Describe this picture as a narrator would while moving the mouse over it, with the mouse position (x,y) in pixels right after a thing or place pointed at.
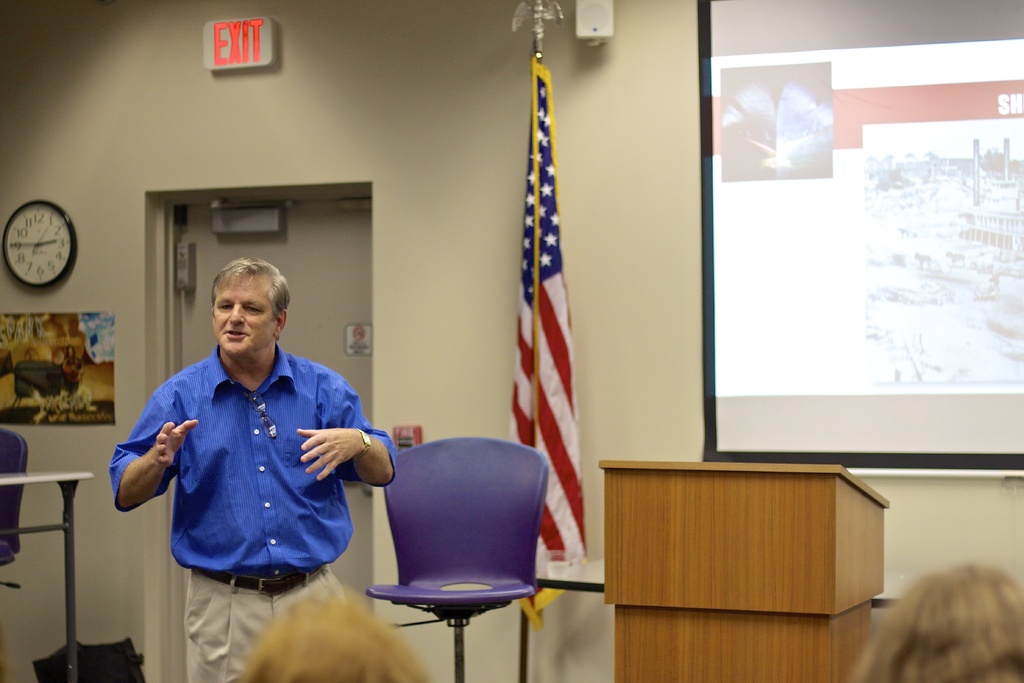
A man (273,443) with blue shirt (200,478) is standing and he is talking. Behind him there is a door (332,278). To the right of him there is a chair (477,533) and a podium (714,557). And we can also see a screen (818,195) to the right side (716,173). A flag (543,247) with blue and white and red colors. And to the top (251,46) there is an exit board (234,47). And to the left side (49,223) there is a clock (42,267) and a poster (48,374).
